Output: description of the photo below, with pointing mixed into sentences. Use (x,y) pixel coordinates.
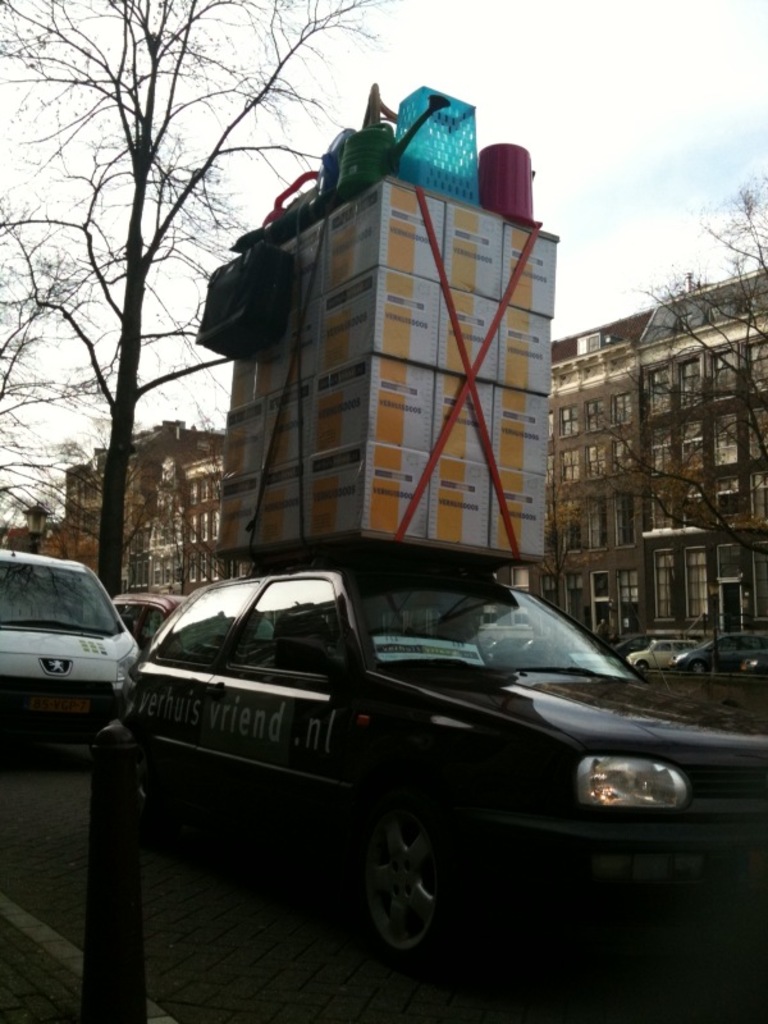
In this image we can see motor vehicles (390,752) on the road (319,884) and one of them is carrying luggage (398,312) on its top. In the background (671,378) we can see buildings (651,444), trees (121,390), barrier poles (106,774) and sky (558,132) with clouds (620,201).
